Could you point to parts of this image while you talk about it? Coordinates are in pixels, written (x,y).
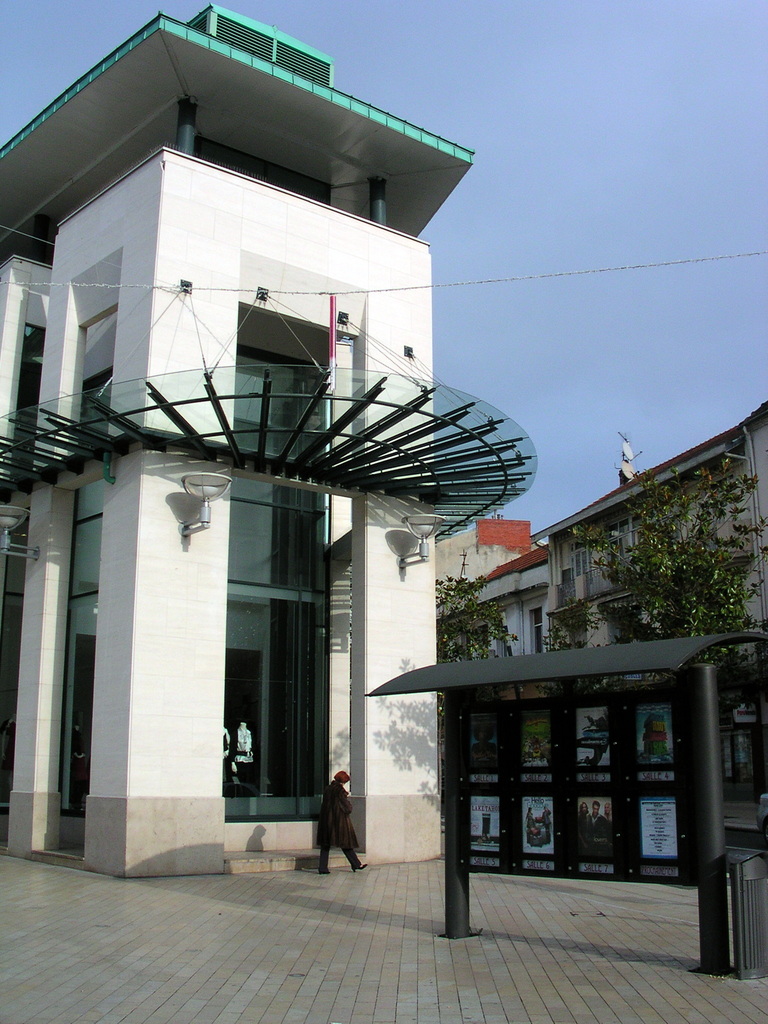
In this image we can see some buildings (305,641) with windows (240,639) and street lamps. On the right side (563,821) we can see a board (560,871) with some pictures (584,852) on it. In the center of the image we can see a person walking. On the backside (686,617) we can see some plants (660,610), wires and the sky (571,375) which looks clear.
